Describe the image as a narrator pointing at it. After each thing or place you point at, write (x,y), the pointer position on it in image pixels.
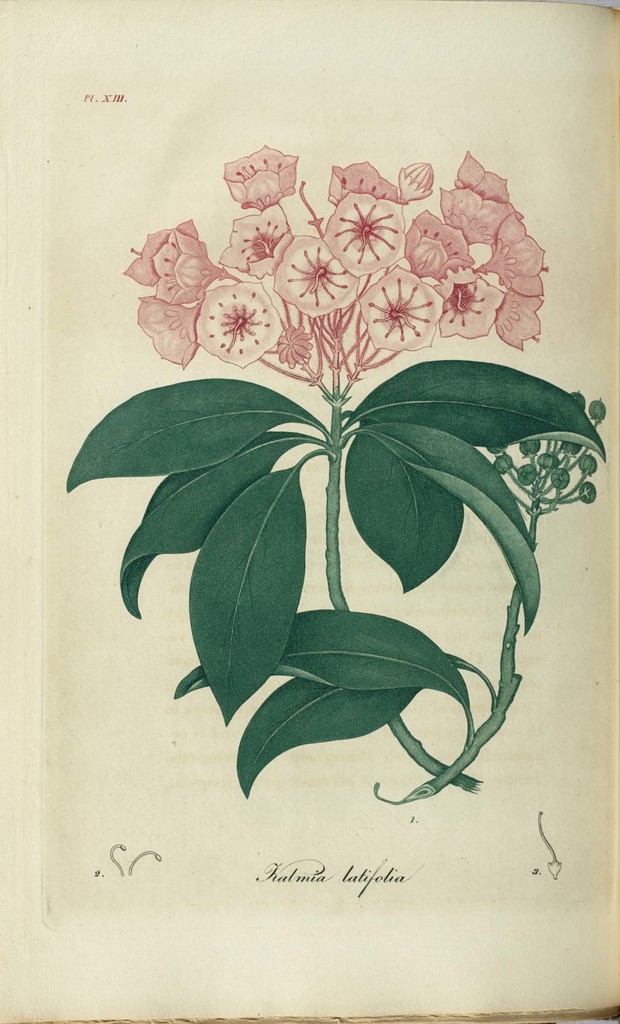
In the center of the picture (302,641) we can see the drawing (362,173) of a plant (431,541) with the green leaves (399,493) and pink color flowers (335,243). At the bottom (406,871) there is a text (397,868) on the image.
